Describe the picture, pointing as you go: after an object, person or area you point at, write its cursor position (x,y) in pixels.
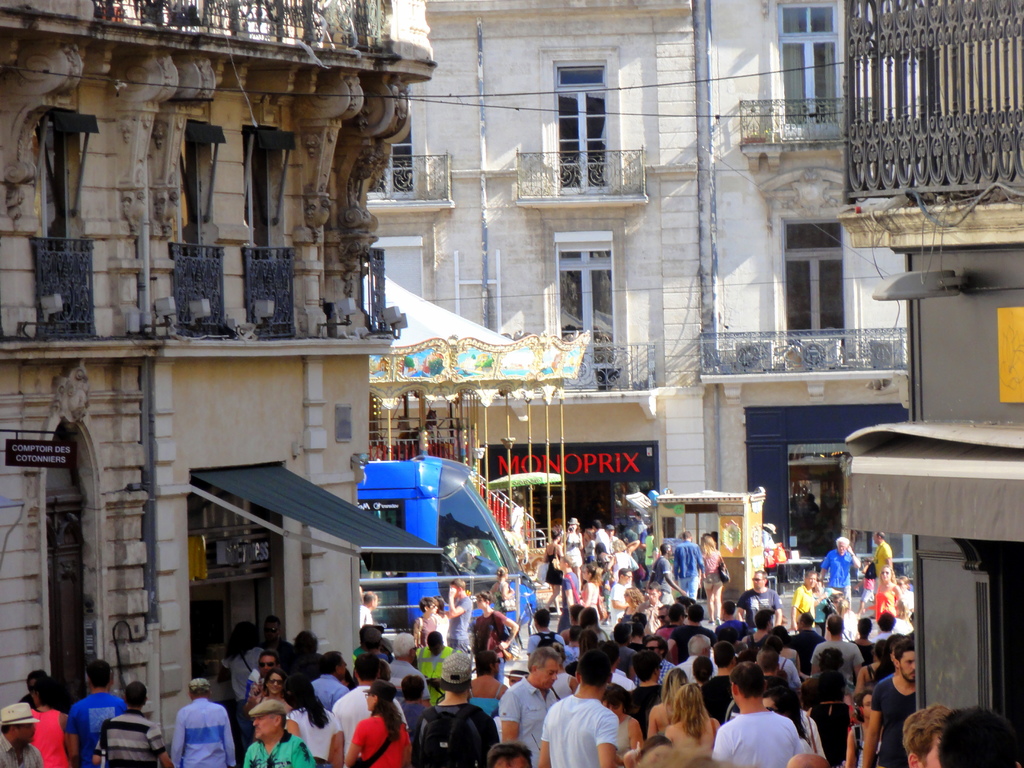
The image is taken on the streets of a city (455,635). In the center of the picture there are people (564,596). On the left (248,367) there are buildings (318,326) and an awning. On the right (929,458) there is a building (930,325). In the center of the background (484,192) there are pipes (484,208) and building (465,130).
